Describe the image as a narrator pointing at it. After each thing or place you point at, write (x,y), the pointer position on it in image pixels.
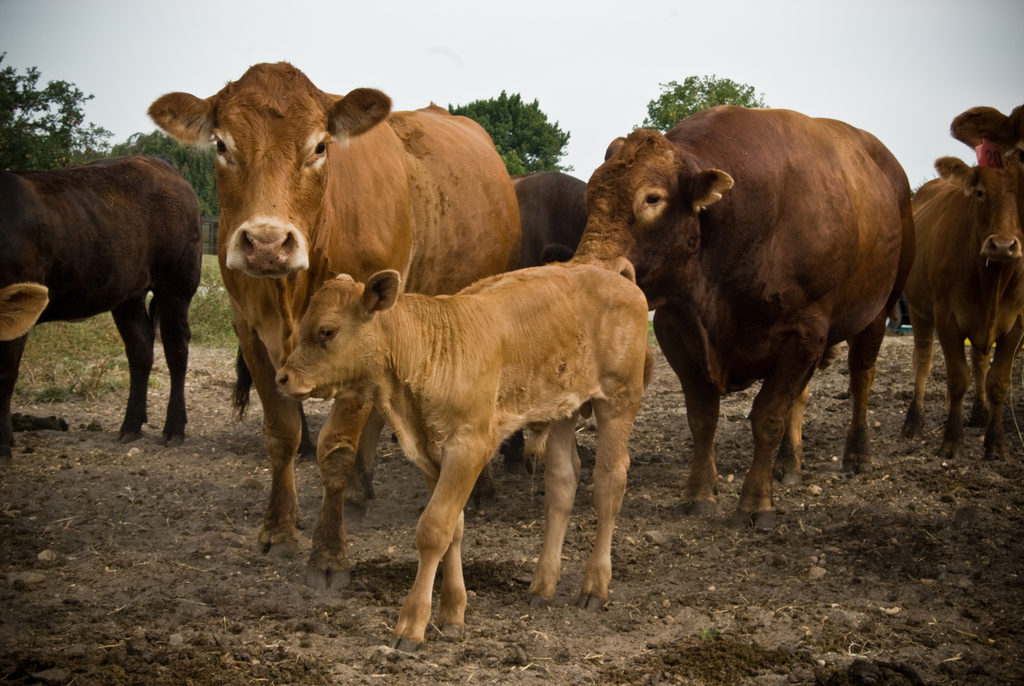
In this image I can see few animals (343,196) which are brown and cream in color are standing on the ground (672,551). In the background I can see few trees (513,158) which are green in color and the sky (748,59).
